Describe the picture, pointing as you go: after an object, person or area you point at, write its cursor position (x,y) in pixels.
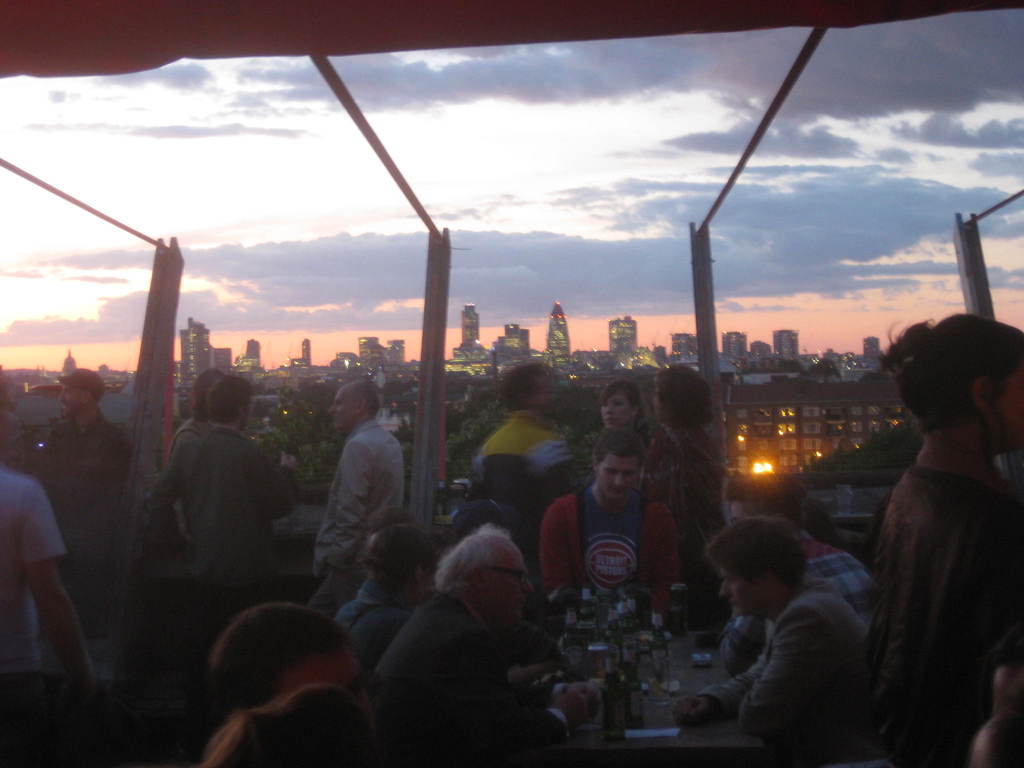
In this image we can see some people (494,673) and there is a table (642,720) in front of the people (793,759) and on the table (668,746) we can see bottles (619,666) and some other objects (647,692). In the background (739,378), we can see some buildings (779,396) and trees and there is a sky (585,136) with the clouds (653,286) at the top (610,229).
